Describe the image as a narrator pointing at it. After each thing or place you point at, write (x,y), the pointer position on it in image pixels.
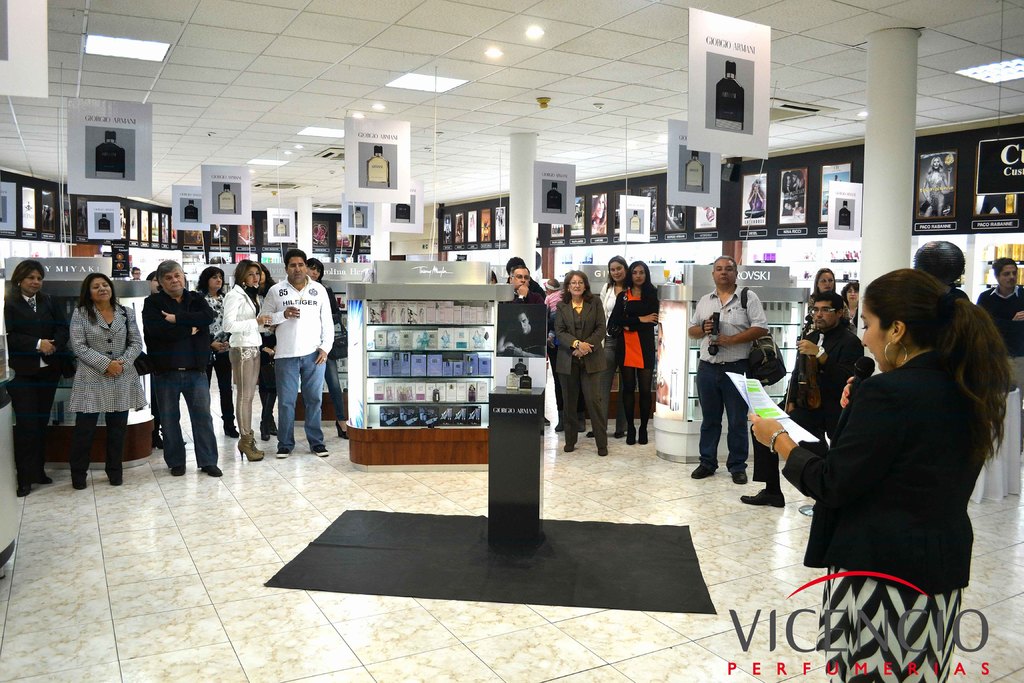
There are group of people (308,311) standing. This looks like a podium (515,463) with objects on it. These are the boards (127,149) hanging to the roof (653,158). I can see the pillars (519,219). Here is the woman (913,463) standing. She is holding a mike (848,412) and paper (766,398). This is the cloth (298,571) placed on the floor (192,596). These are the ceiling lights (132,57) attached to the roof (466,36). This is the watermark (772,625) on the image.
